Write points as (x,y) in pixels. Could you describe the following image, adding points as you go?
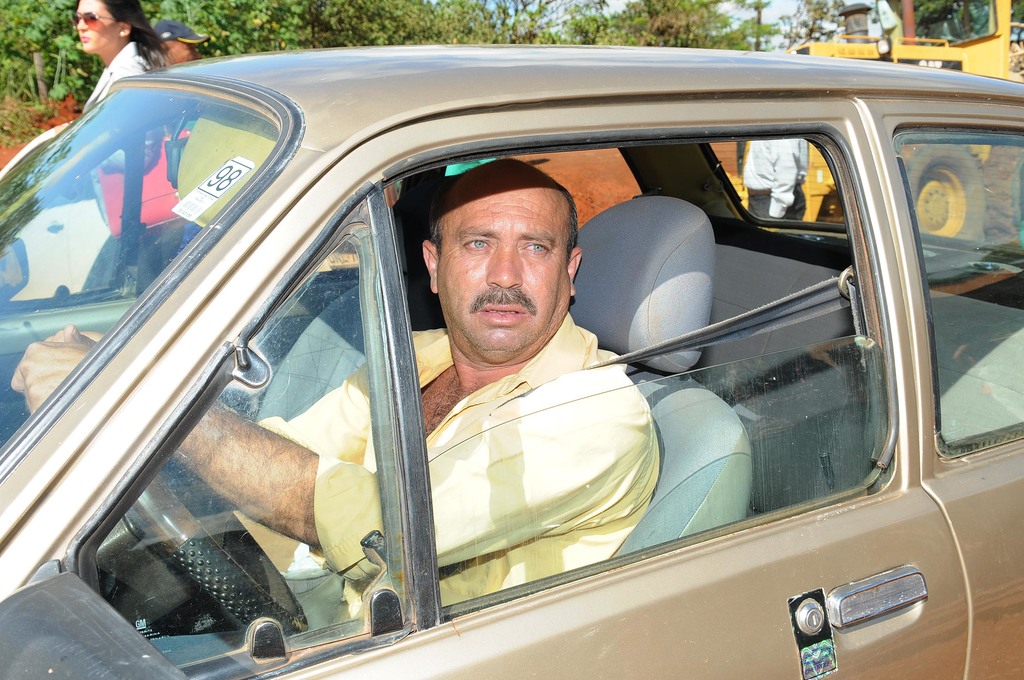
a person (373,451) is sitting in car (740,384), wearing a yellow shirt (472,411). behind him there are other people (159,57) and truck (860,40). at the back (426,23) there are trees (471,30).
